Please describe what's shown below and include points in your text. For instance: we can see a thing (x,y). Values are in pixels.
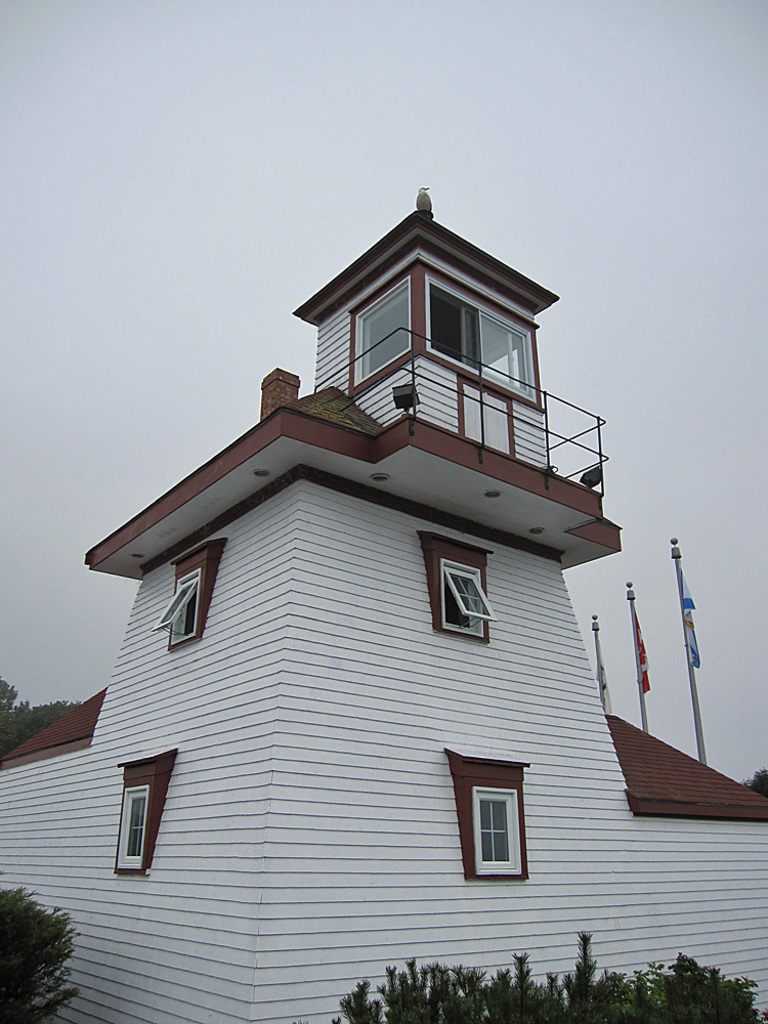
In this image we can see a building (210,631) with windows (383,355) and railings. At the bottom (640,1007) there are plants (627,1010). Also there are flags (638,629) with poles (700,701). In the background (413,209) there is sky (72,341).
